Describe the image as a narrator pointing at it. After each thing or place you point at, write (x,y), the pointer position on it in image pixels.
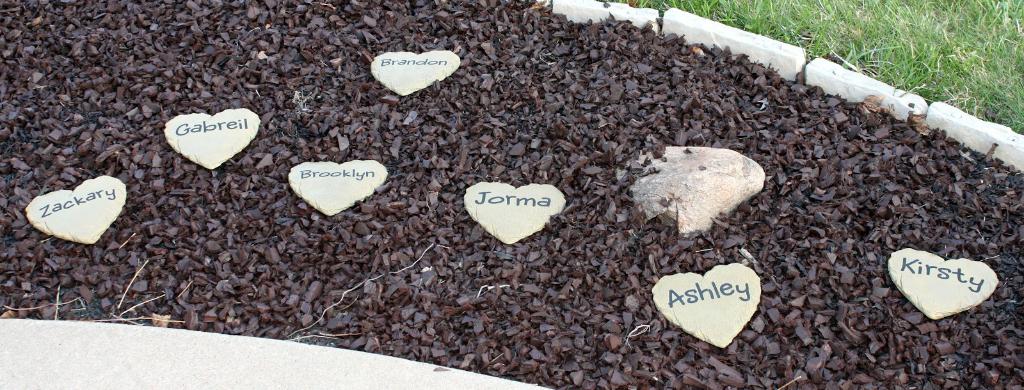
In this image we can see grass (1012,15) and stones (172,252). Here we can see heart shaped objects (514,201) with text (967,281).
